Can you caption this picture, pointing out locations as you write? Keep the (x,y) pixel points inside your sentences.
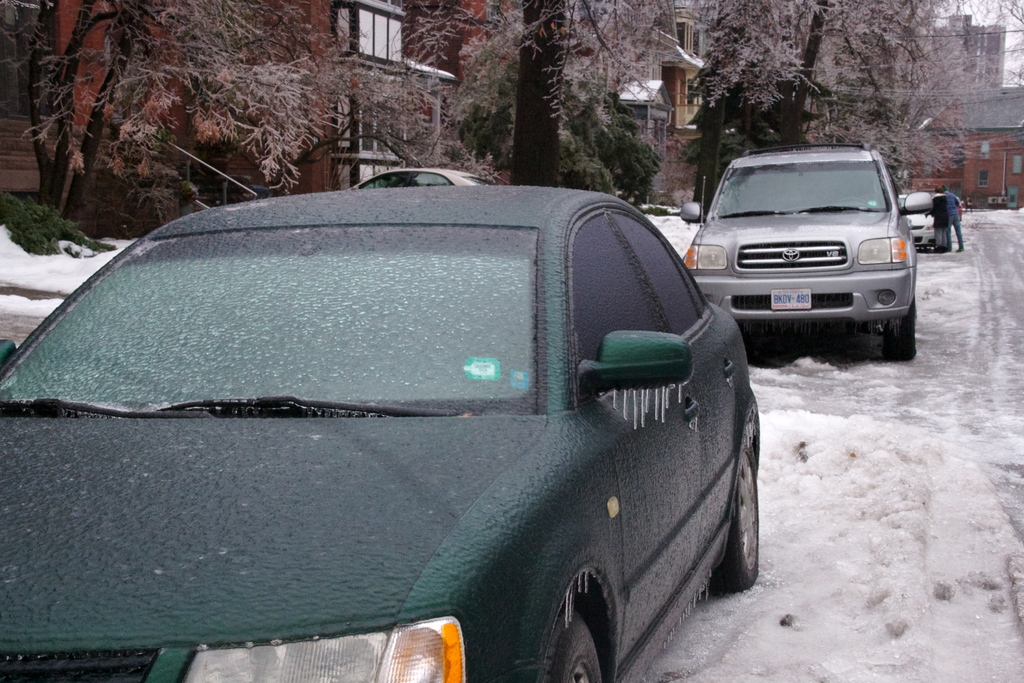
This image consists of cars (678,394). There is ice (805,502) in this image. There are trees (421,109) at the top (421,109). There are buildings (191,139) at the top (970,131). There are some persons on the right side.
